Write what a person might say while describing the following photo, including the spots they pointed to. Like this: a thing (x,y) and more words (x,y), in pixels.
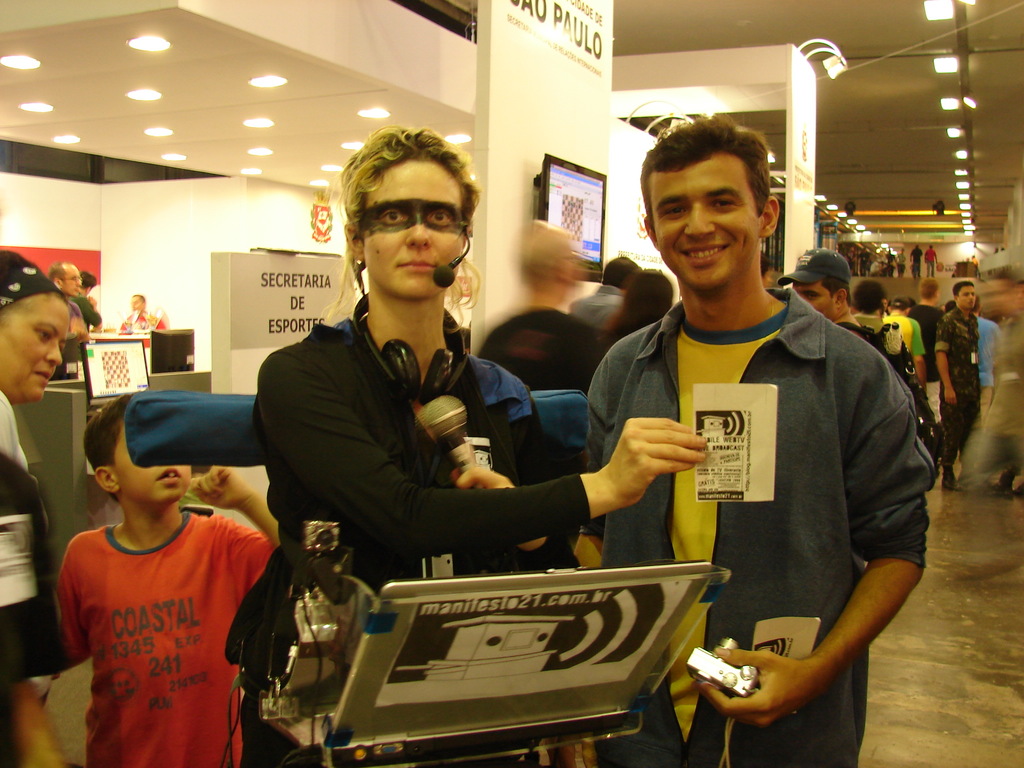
In the foreground of this image (550,550), there is a woman (388,396) standing in front of a laptop (461,685), cables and few objects (325,695) and also she is holding a paper (728,452) and a mic (454,417) by wearing a headset (450,363) and a mic (440,278). There is a blue color object (218,422) behind her. There is a man (814,411) standing holding a paper (770,650) and a camera (718,660) beside the woman (444,262). On the left (96,597), there is a woman (3,443) and a boy (201,644) standing. In the background (955,311), there are few people (850,310) standing and walking on the floor (946,559), walls (509,99), screens (131,347), monitors (191,347) and lights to the ceilings (870,178).
